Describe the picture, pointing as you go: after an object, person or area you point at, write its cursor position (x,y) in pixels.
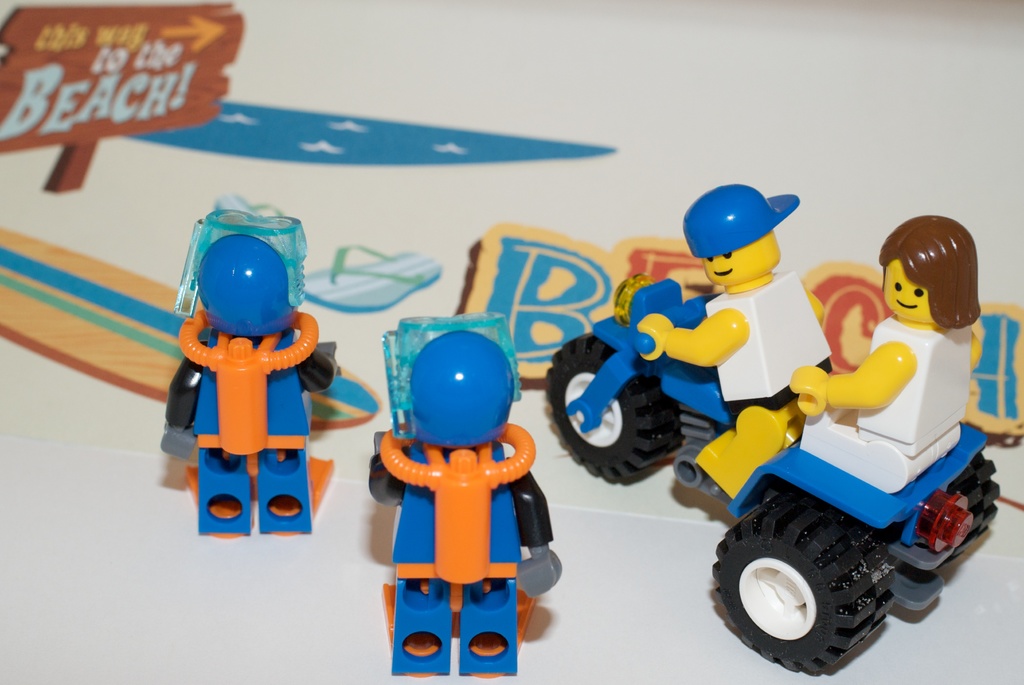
There are toys (816,574) in the center of the image (469,348) on a poster (350,344).
